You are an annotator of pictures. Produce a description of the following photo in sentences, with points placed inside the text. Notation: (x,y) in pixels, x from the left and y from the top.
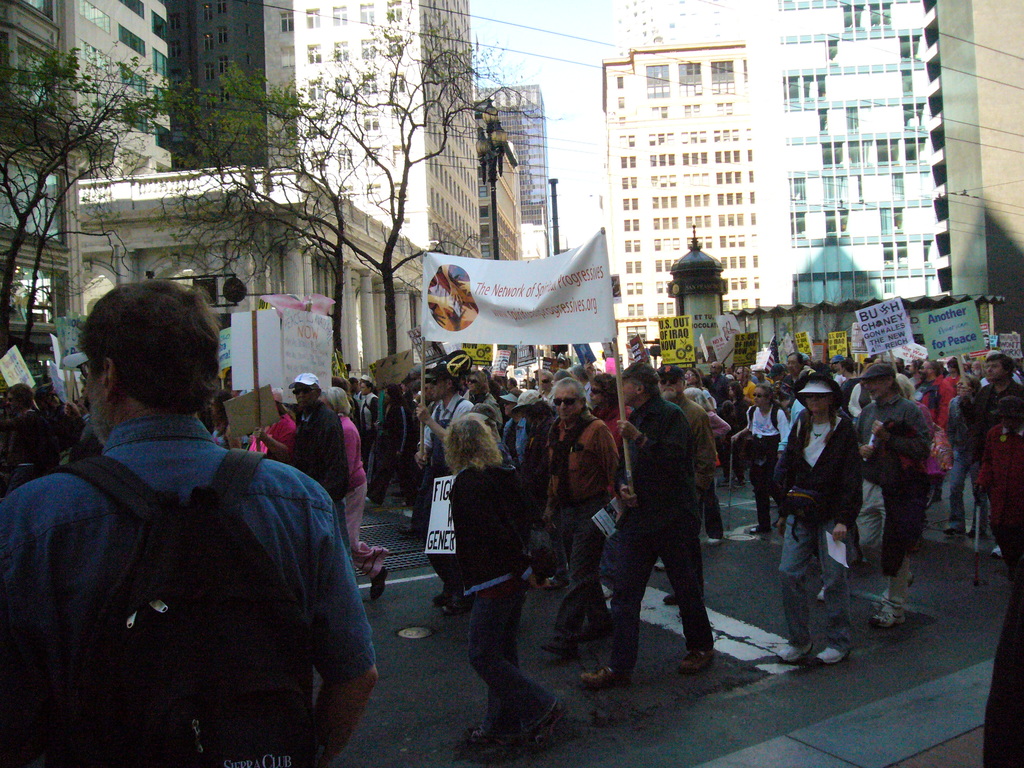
In the center of the image (458,350) there are people (884,407) walking. In the background of the image (800,214) there are buildings (913,227). There are trees (274,110). At the bottom of the image (766,700) there is road (684,701).
